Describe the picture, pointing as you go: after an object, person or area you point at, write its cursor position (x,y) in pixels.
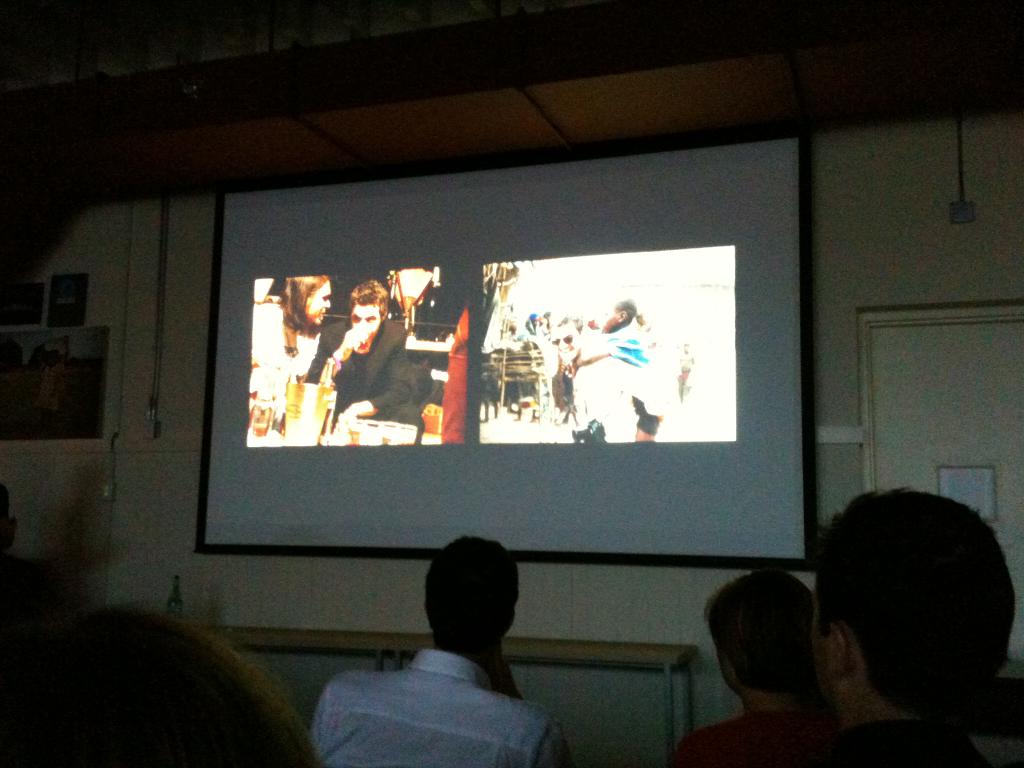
this is a room (458,162) with a projector screen (479,204) in it and we can see few people (500,624) sitting in front (882,755) of the screen (472,529) and watching it
